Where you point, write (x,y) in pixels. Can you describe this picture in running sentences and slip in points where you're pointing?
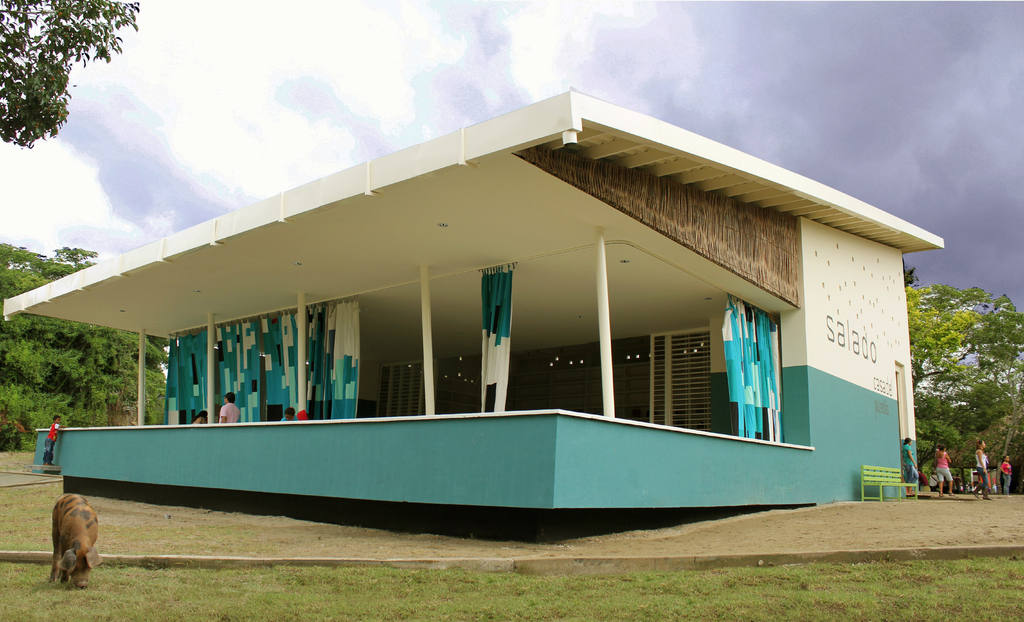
There is an animal (87,521) present on a grassy land (298,575) as we can see at the bottom of this image (364,577). We can see people (914,468) and a building (415,427) in the middle of this image (488,376). There are trees (39,350) on the left side of this image (56,361) and on the right side of this image (946,390) as well. The cloudy sky (280,120) is in the background (592,67).
